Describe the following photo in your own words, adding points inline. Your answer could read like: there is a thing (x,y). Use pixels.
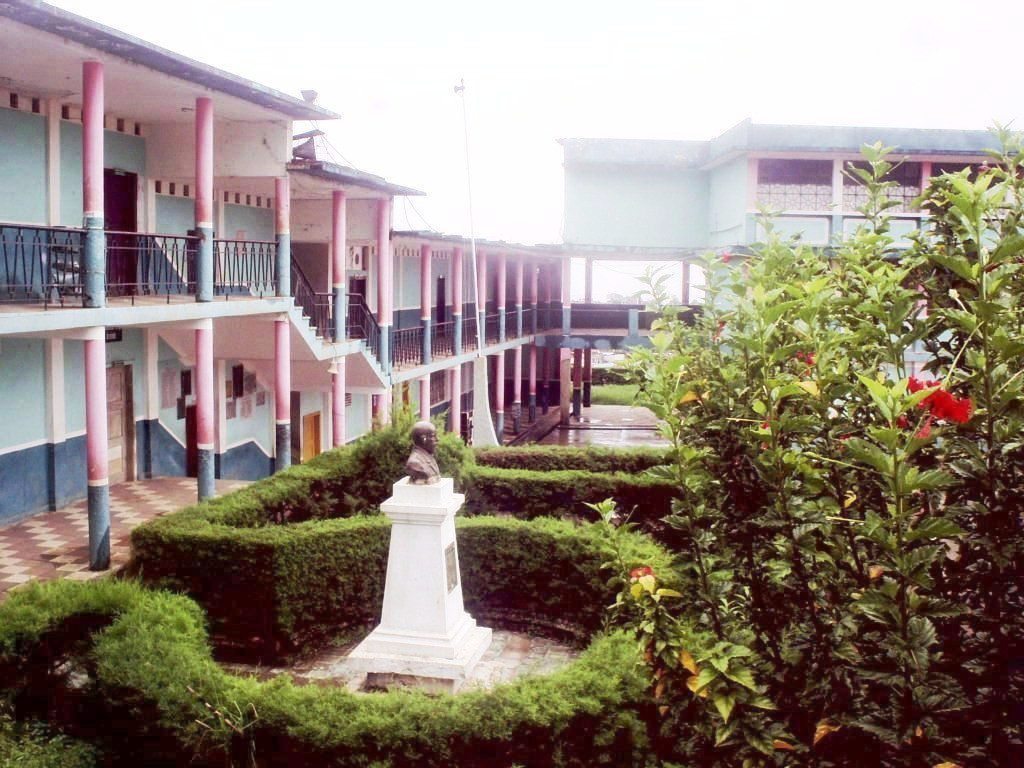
In this image we can see a building (285,317) with pillars (94,203), doors (118,266) and railings (367,308) on the left side (279,363). In front of the building (315,395) there are bushes (511,574). Also there is a statue (421,462) on a pedestal (405,495). On the right side (965,460) there is a plant (871,516) with flowers (941,405). In the back (691,234) there is a building (726,221).
